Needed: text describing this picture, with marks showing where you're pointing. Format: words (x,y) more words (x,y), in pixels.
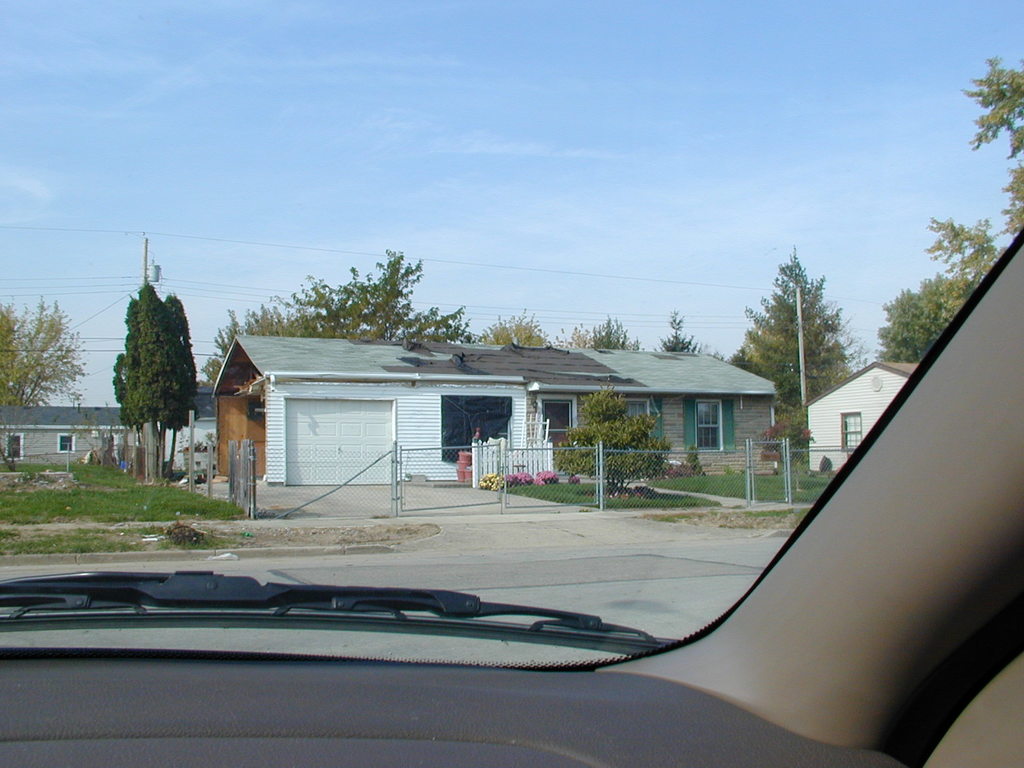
In the foreground of the image (1011,450) we can see inside view of a vehicle (554,702). In the center of the image (421,420) we can see a building (671,399) with windows (480,409), door (345,428) and roof (569,370), group of trees (589,436), a fence (483,460). In the background (209,416), we can see buildings (36,426), group of poles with cables (95,317) and the sky (510,203).
